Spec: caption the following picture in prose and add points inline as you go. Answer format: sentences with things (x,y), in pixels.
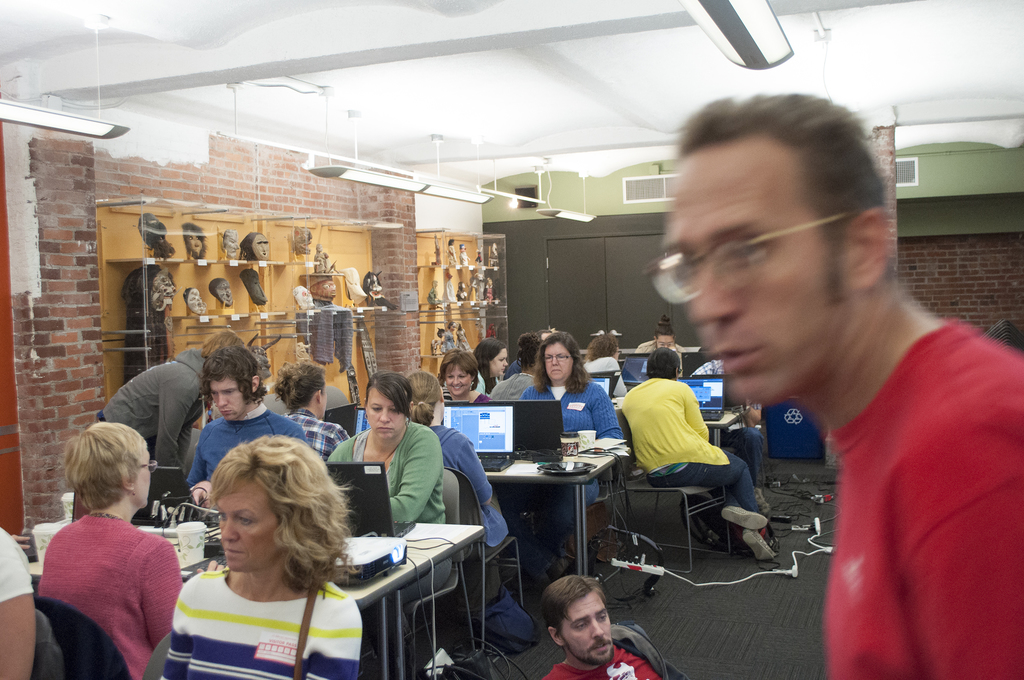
On the right side of the image (798,281) we can see person (867,428). On the left side of the image (126,641) we can see person (223,624) sitting on the chairs (52,633) at the tables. On the tables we can see computers (380,514). At the bottom of the image (583,646) we can see person (601,634), In the background (156,309) we can see some objects (165,335) arranged in shelves (174,348), wall (980,289) and door (601,303). At the top of the image (749,40) we can see lights (749,40).
